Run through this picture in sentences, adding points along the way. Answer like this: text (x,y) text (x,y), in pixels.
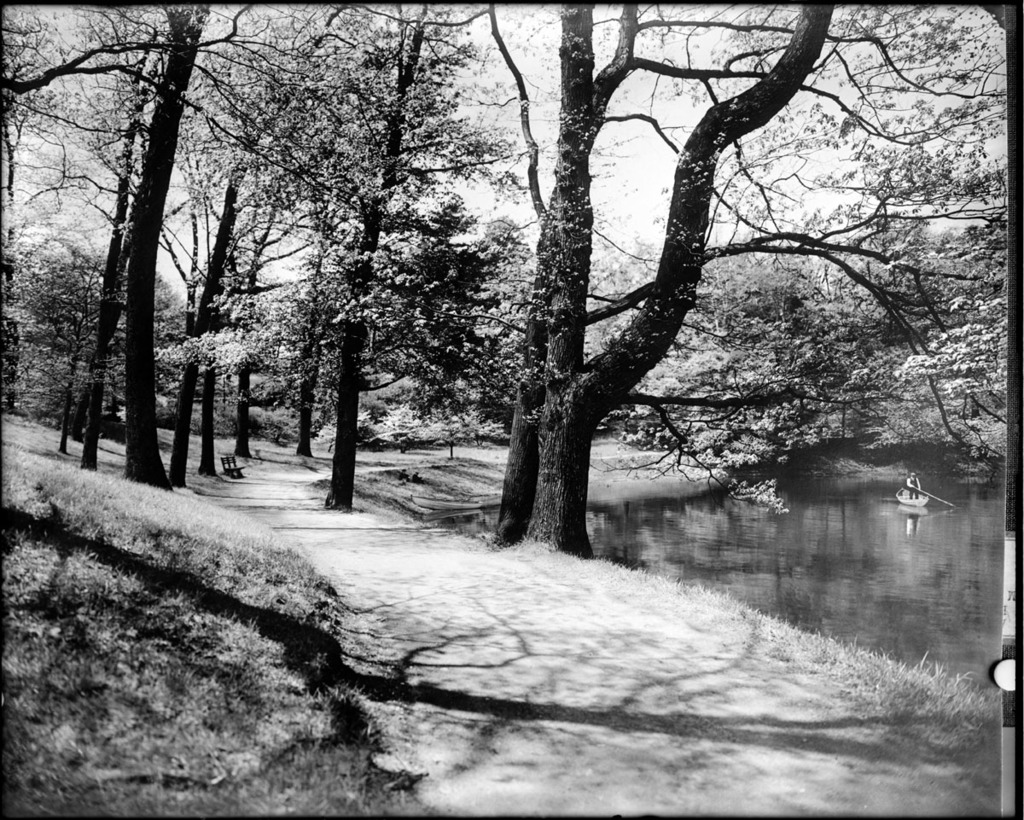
This is a black and white image. In this image we can see trees (426,250), grass (203,696), bench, person (912,483) rowing a boat (905,494) on the water (783,548) and sky (173,277).
